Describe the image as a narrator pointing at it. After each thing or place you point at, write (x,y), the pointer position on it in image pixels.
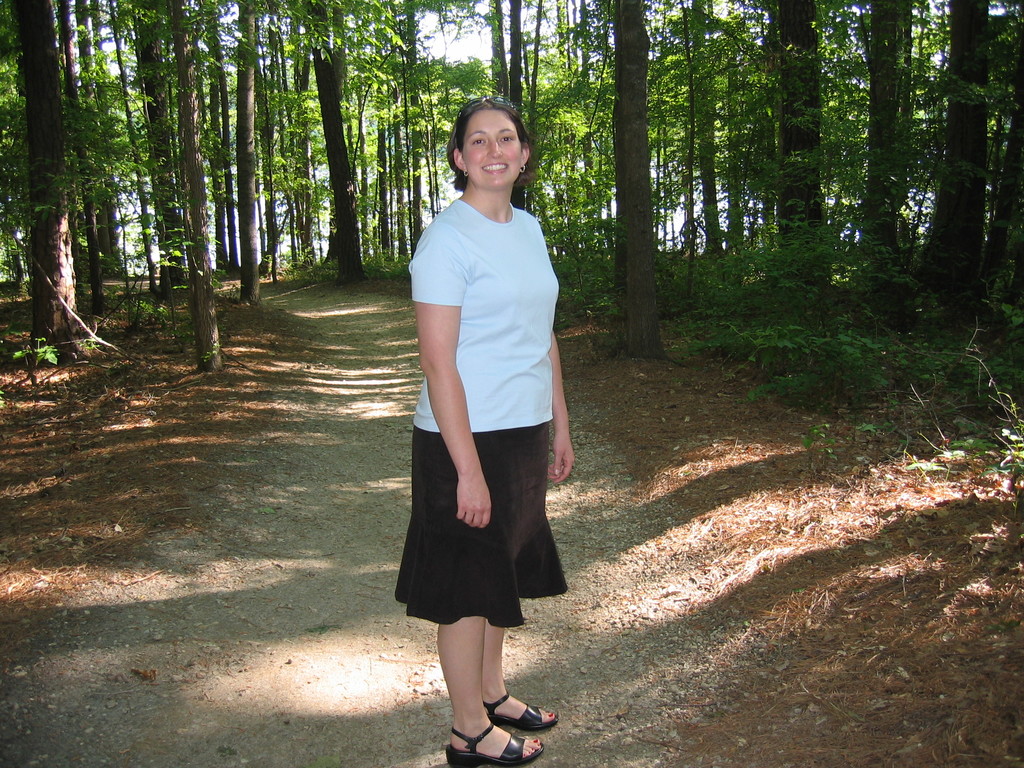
This picture shows a woman (522,299) standing with a smile (494,173) on her face (498,172) and we see trees (660,85). She wore white and black dress (513,362).
